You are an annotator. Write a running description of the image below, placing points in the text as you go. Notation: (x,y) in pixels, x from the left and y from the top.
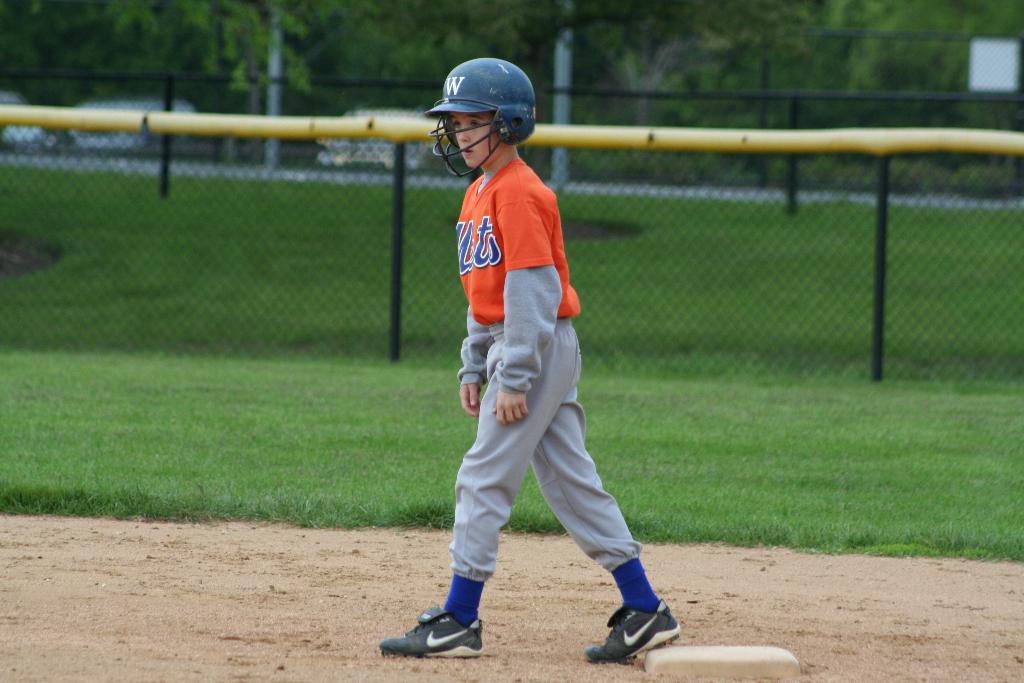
In the center of the image (485,364) we can see a person (491,235) standing. In the background (799,292) there is a fence (368,260) and we can see grass (312,448). There are trees (312,8).
